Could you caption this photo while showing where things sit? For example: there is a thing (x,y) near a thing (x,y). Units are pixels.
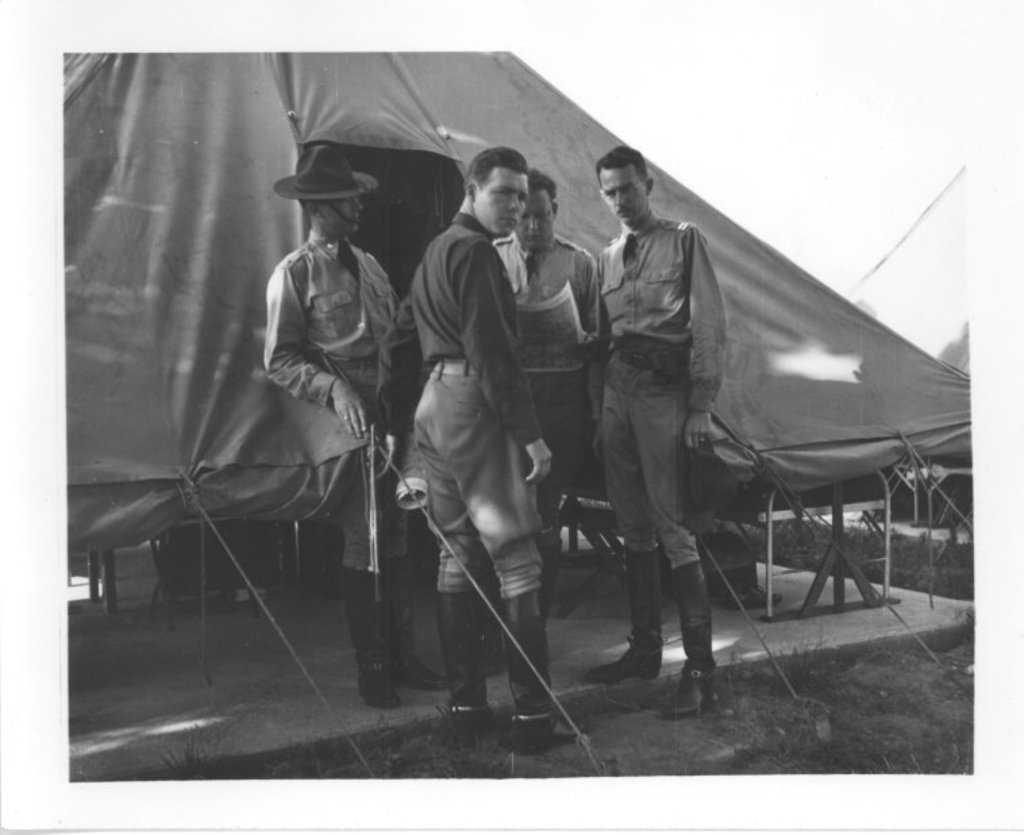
As we can see in the image there are few people (515,474) here and there, grass (848,528) and tent (407,117). On the top (729,119) there is a sky (820,92).
